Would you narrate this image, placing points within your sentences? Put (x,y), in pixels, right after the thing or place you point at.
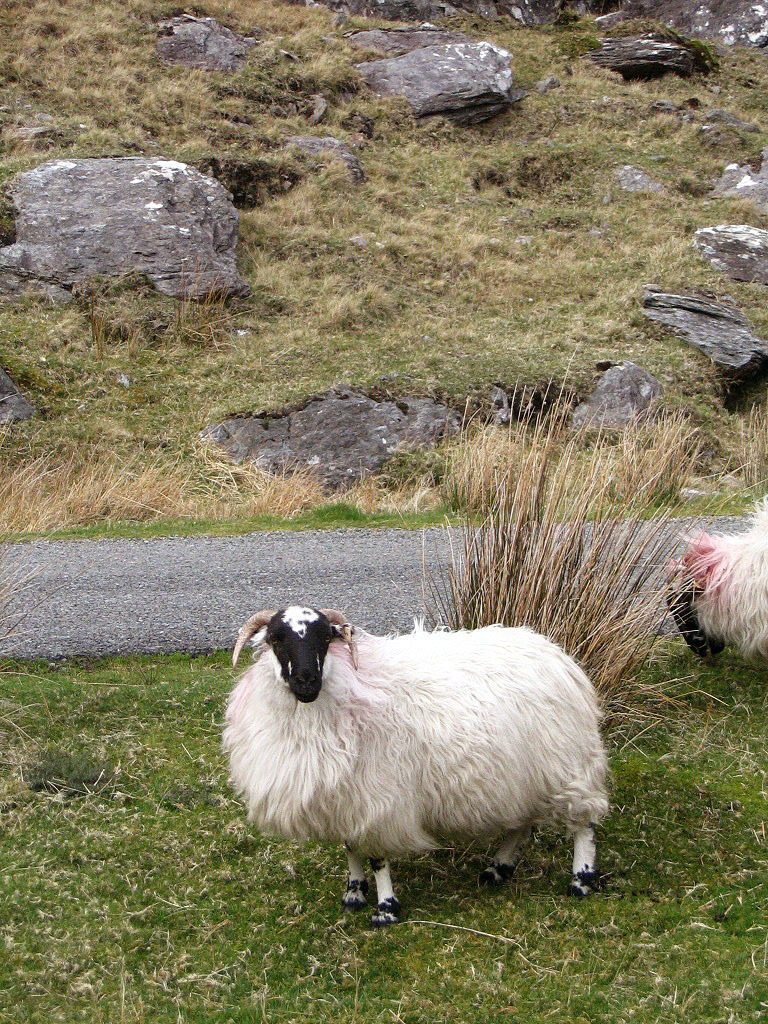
As we can see in the image there is grass (517,584), rocks (112,215) and white color sheep (470,718).
